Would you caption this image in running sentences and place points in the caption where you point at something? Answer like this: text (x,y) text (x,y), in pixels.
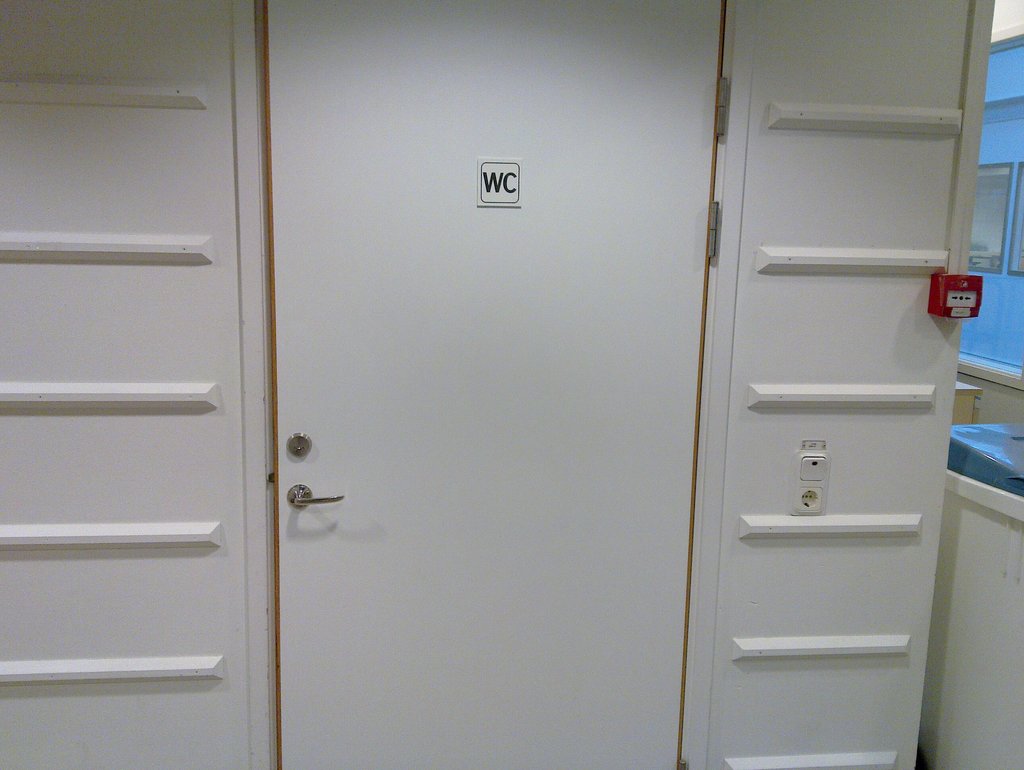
In this image we can see a door (440,322) and fire alarm (946,303).
